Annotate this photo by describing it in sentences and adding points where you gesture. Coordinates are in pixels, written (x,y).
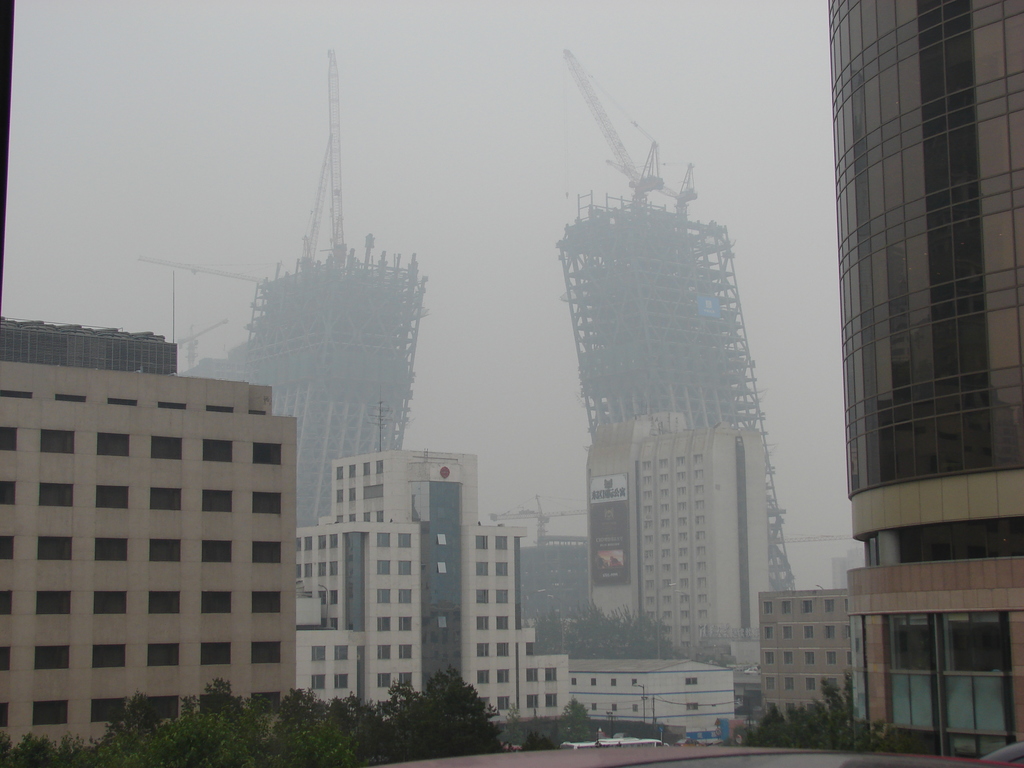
In this picture we observe few buildings (292,556) and in the background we observe two buildings (400,361) which are under construction.
